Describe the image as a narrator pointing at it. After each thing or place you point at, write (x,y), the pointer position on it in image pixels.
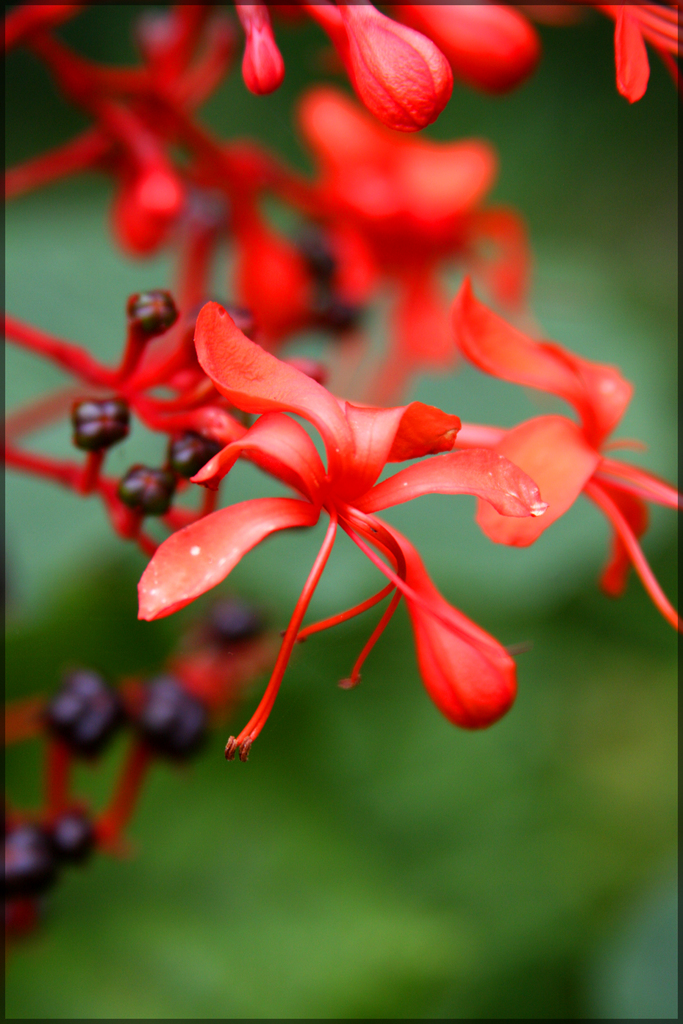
In this picture I can see the flowers (330,617).
